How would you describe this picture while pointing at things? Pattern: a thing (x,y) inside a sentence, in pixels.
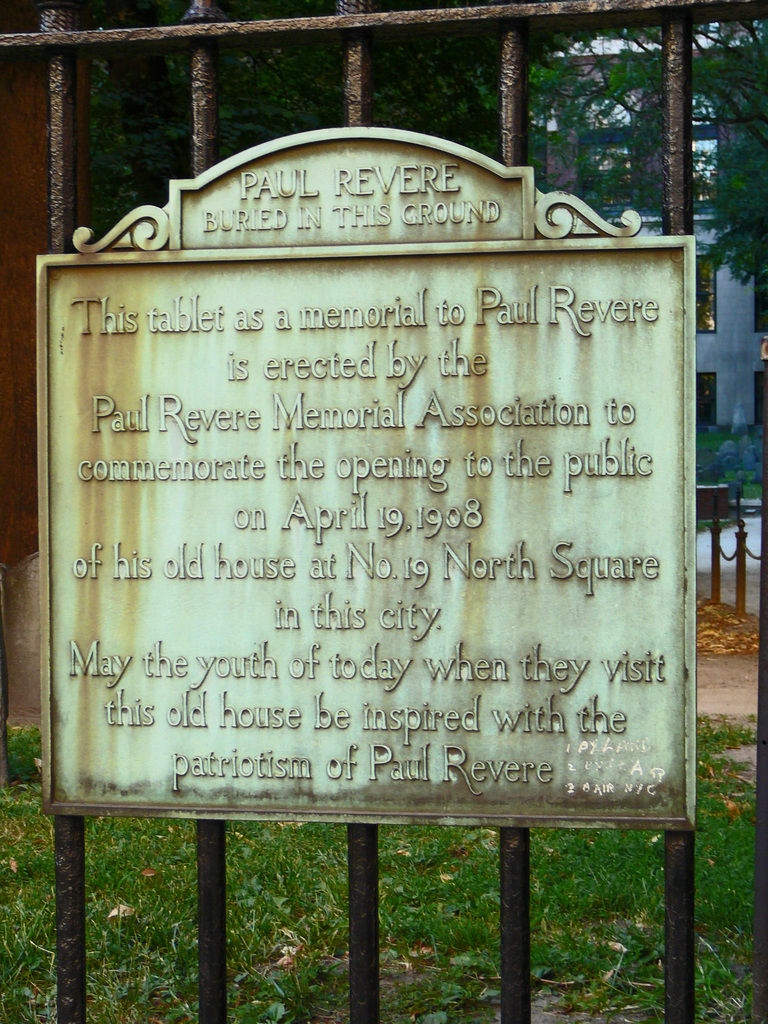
In this image, I can see a board (350,787), which is attached to an iron grill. I can see the letters (294,459) on the board (399,752). At the bottom of the image (321,905), I can see the grass (534,924). In the background (720,400), I can see a building (720,400) and the trees (481,105).
